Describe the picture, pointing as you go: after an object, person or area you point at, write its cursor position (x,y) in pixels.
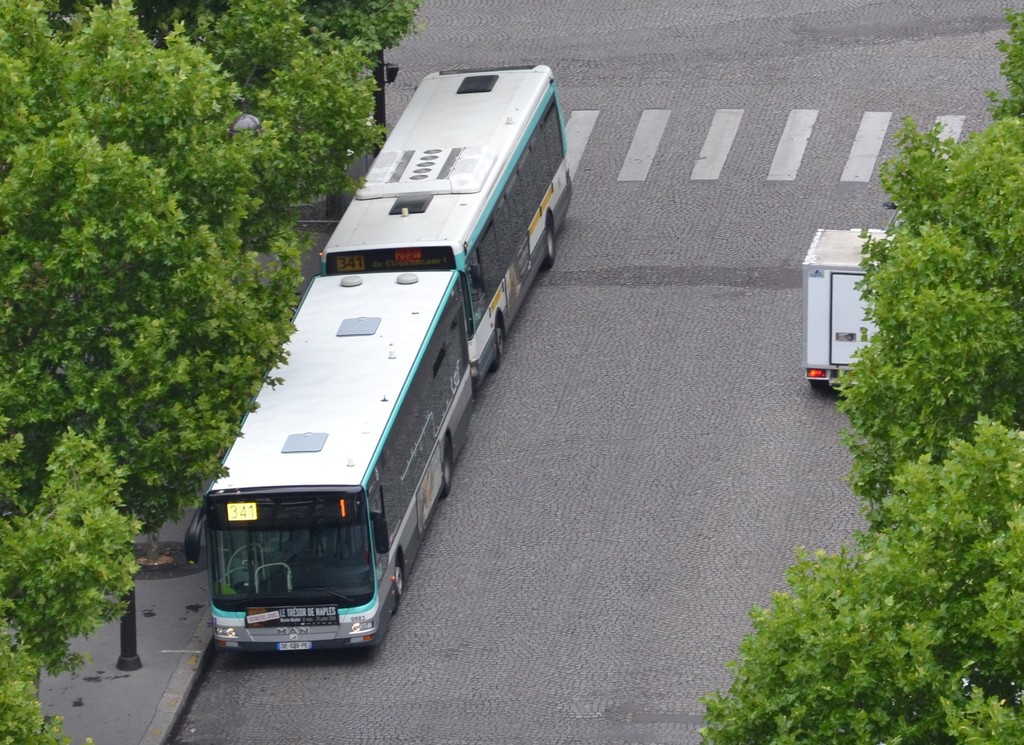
This image is taken outdoors. At the bottom of the image (444,726) there is road (467,709) and there is a sidewalk (128,685). On the left (159,267) and right sides of the image there are a few trees (869,535) with green leaves (927,340), stems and branches (159,111). In the middle of the image (411,428) two buses (407,413) are moving on the road (591,454) and a vehicle (830,343) is moving on the road (794,428).
